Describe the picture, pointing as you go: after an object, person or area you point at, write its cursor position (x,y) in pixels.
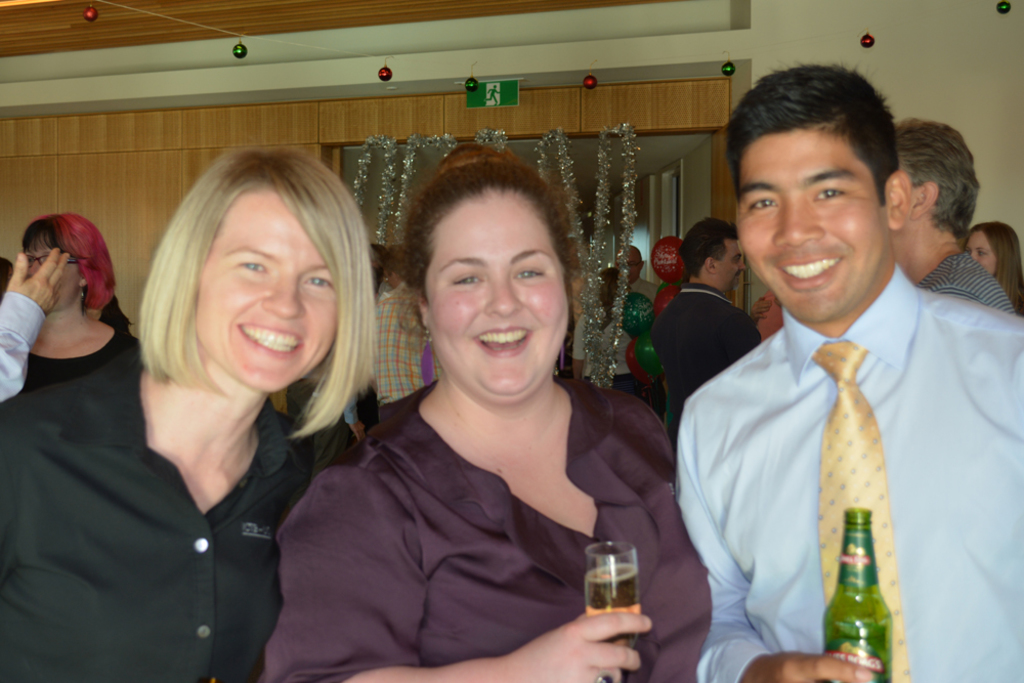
In this image I see 2 women (68,660) in which one of them is holding the glass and a man (705,468) over here is holding a bottle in his hand (816,671) and I can also see that these 3 are smiling. In the background (43,67) I see lot of people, decorations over here and the wall (149,158).
